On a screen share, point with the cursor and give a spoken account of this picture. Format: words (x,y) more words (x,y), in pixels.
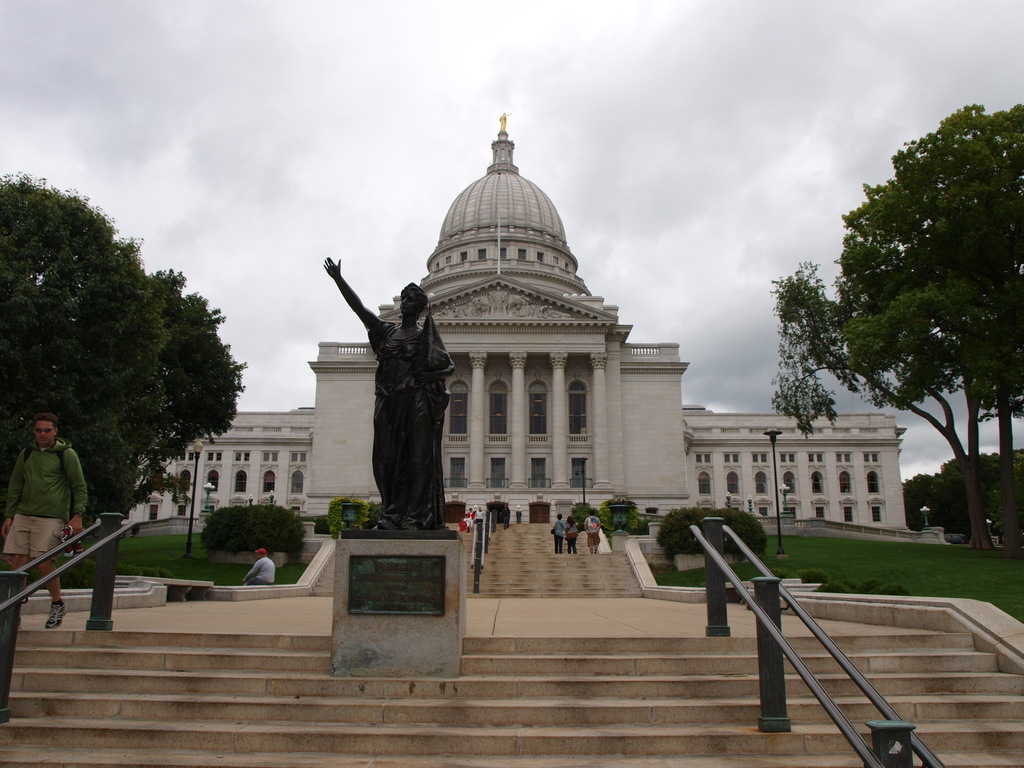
This is a building (577,431) and statue (415,398), these are trees (994,358) and stairs (512,645), this is sky (517,85).
